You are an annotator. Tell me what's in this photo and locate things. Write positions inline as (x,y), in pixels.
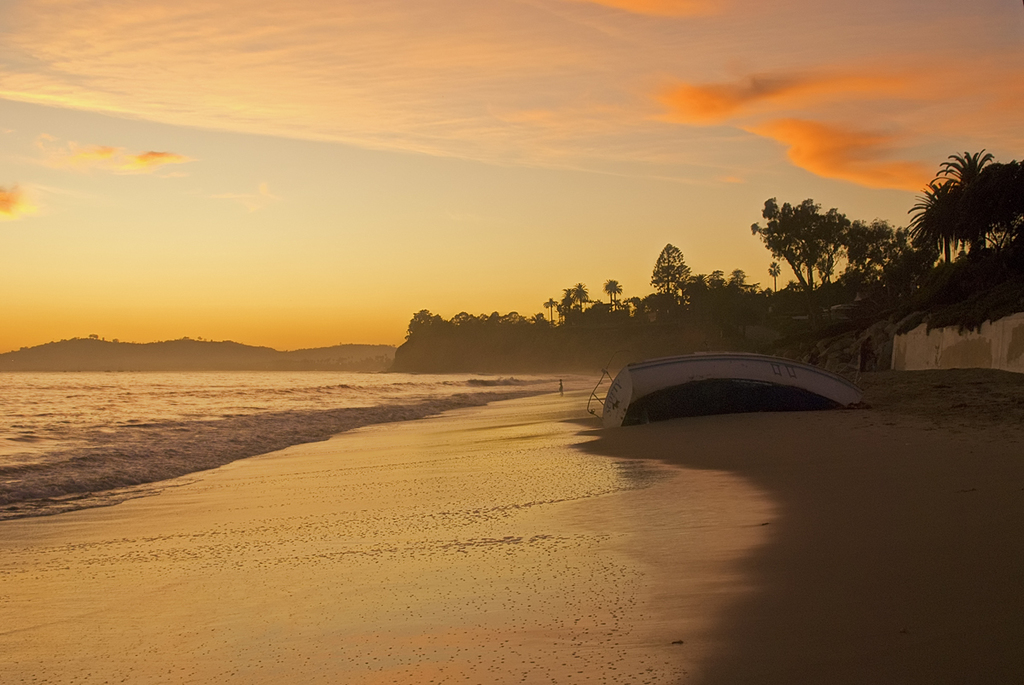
On the left side (270,412), there are tides (360,410) of the ocean (407,392). On the right side (804,378), there is a boat (824,404) placed on a sand surface (930,537). In the background (996,234), there are trees (421,312) and mountains (212,350) on the ground (915,311) and there are clouds (467,150) in the sky (214,146).
